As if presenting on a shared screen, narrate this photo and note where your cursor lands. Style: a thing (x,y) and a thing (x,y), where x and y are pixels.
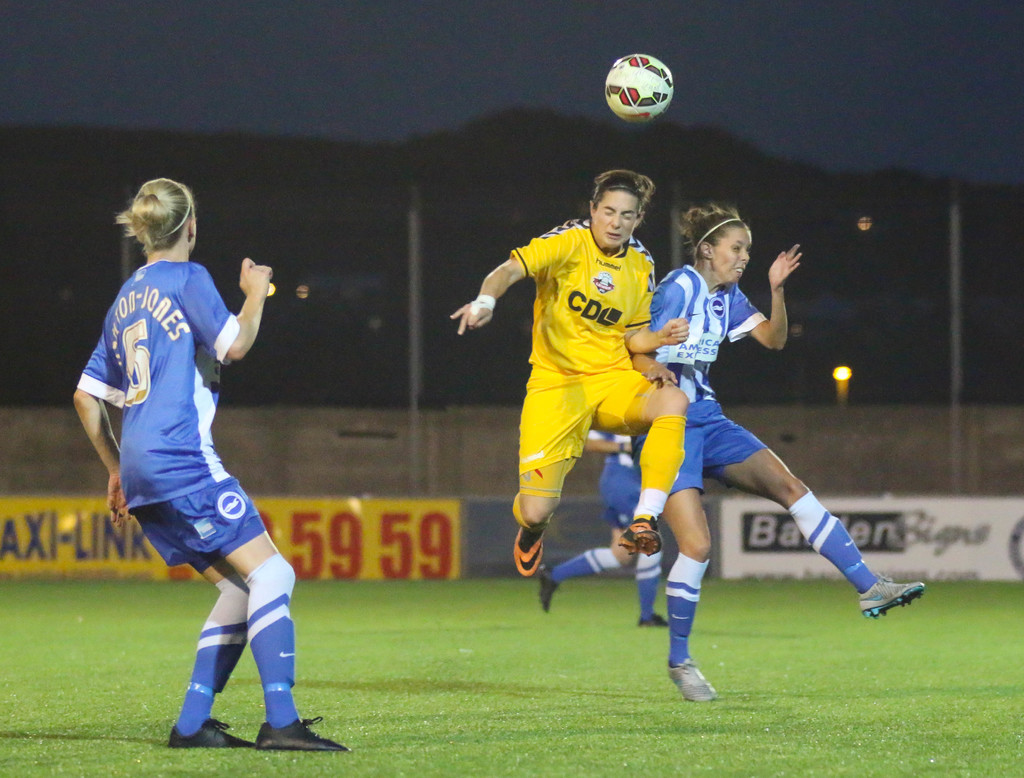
In this image there is the sky (318,55), there are poles (416,250), there is the wall (386,460), there is text (392,533) on the board (385,531), there are players (676,419) playing football, there is a football (621,89), there is the grass (487,656), there are mountains (156,152), there is a light (838,374).
